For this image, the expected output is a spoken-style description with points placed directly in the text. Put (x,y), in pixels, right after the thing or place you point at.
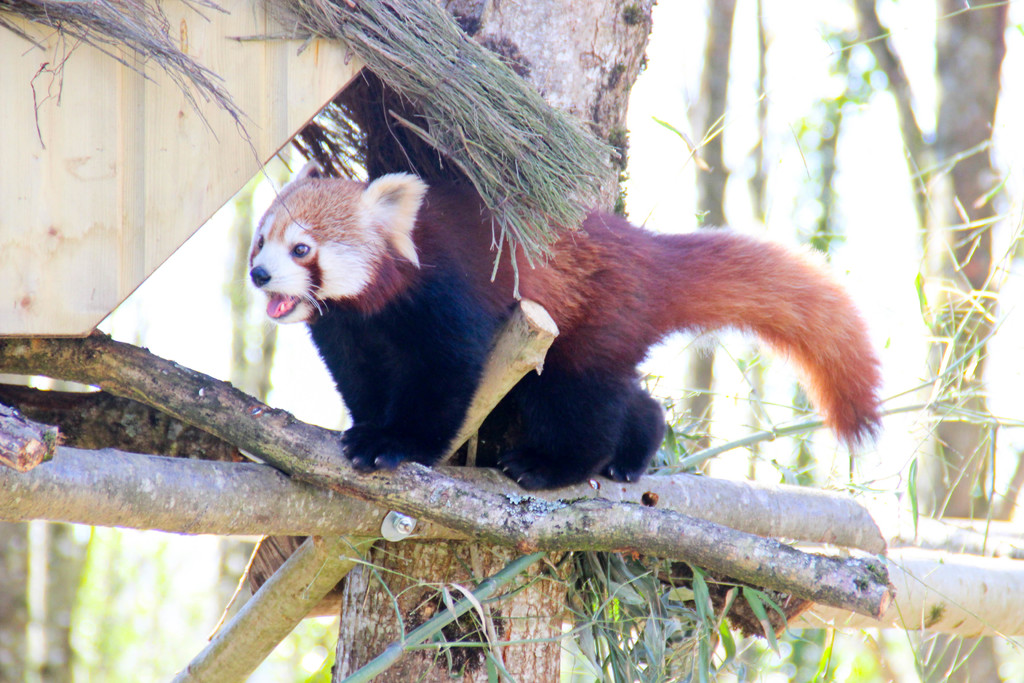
In this image I can see number of trees (255,367) and in the front (433,430) I can see a black and brown colour animal (377,270). On the top side of this image (457,134) I can see few things (188,46) and I can see this image is little bit blurry in the background (817,648).
